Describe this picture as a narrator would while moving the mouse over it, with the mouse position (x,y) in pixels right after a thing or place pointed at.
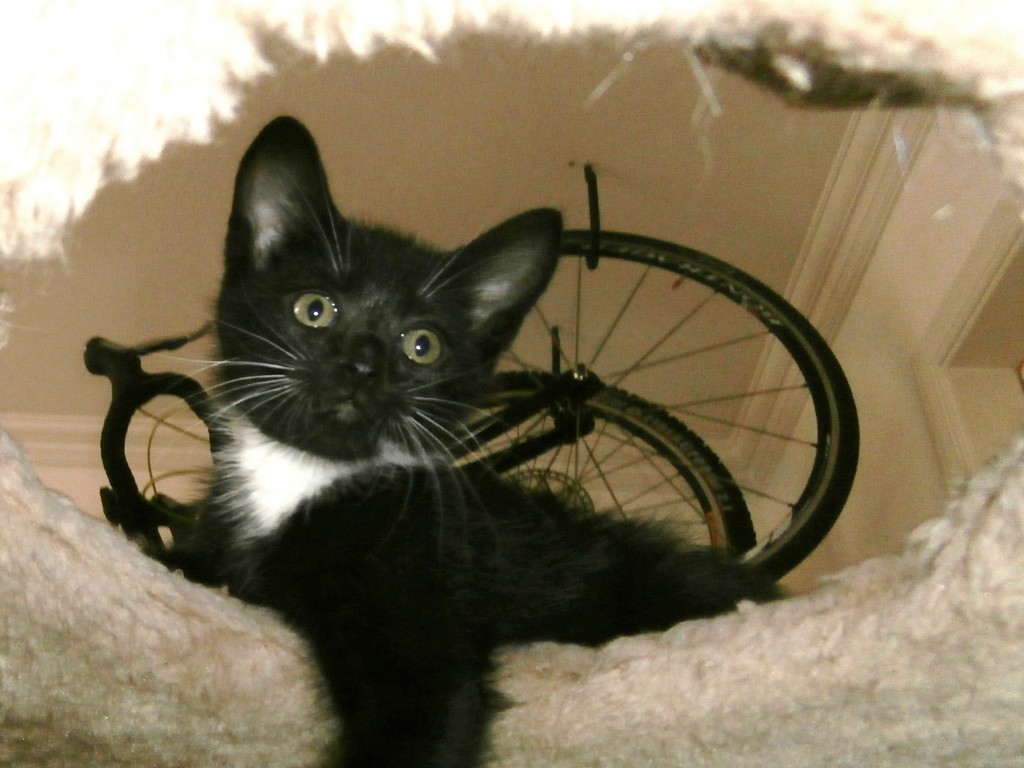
In this image, there is a cat (411,383) which is colored black. There are wheels (649,439) in the middle of the image (593,371).
